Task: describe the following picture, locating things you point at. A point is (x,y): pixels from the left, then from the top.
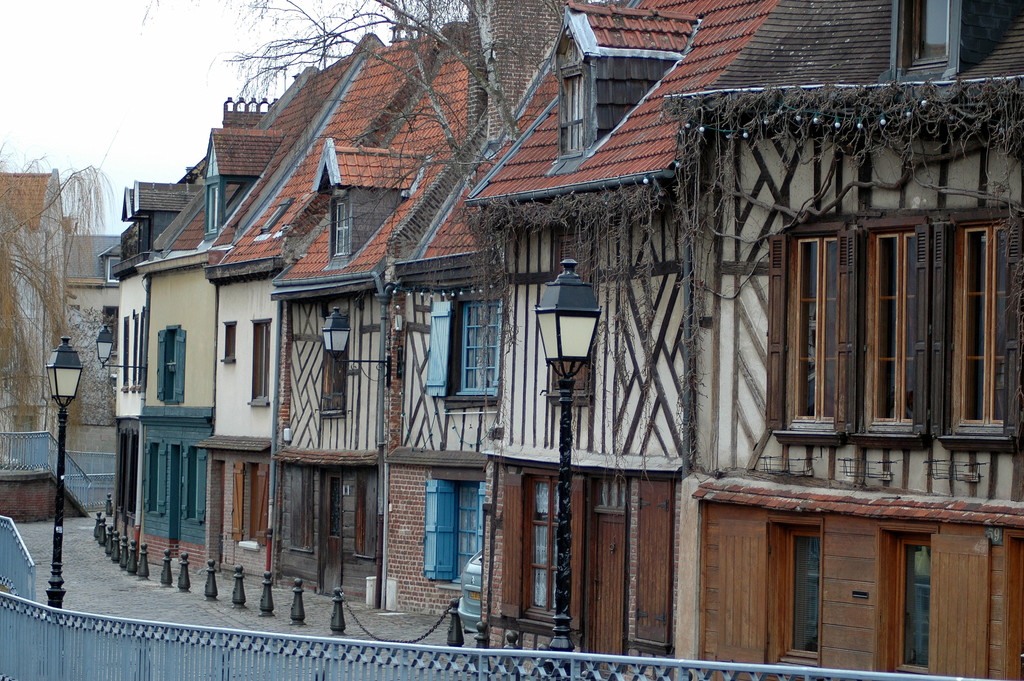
In this picture I can see the buildings (366,269). I can see pole lights (581,290). I can see the metal grill fence (161,625). I can see clouds (181,82) in the sky (225,75).
